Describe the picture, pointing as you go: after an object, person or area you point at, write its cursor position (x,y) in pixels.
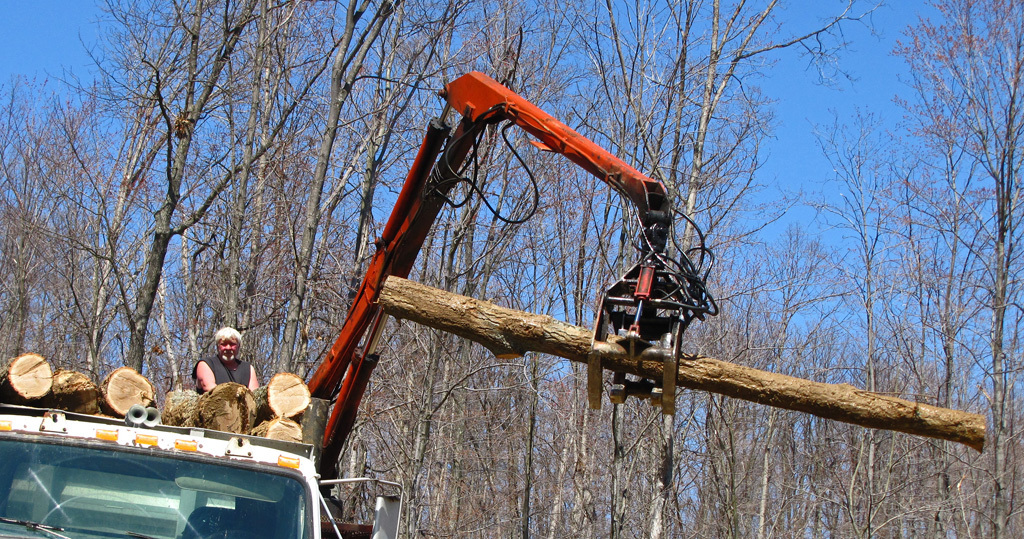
In the image I can see a vehicle (171,504) and on the vehicle (204,436) I can see few wooden logs (222,395) and a person (207,360). I can see a crane (378,352) which is orange and black in color holding a wooden log (496,315). In the background (567,316) I can see few trees (545,379) and the sky (879,138).
